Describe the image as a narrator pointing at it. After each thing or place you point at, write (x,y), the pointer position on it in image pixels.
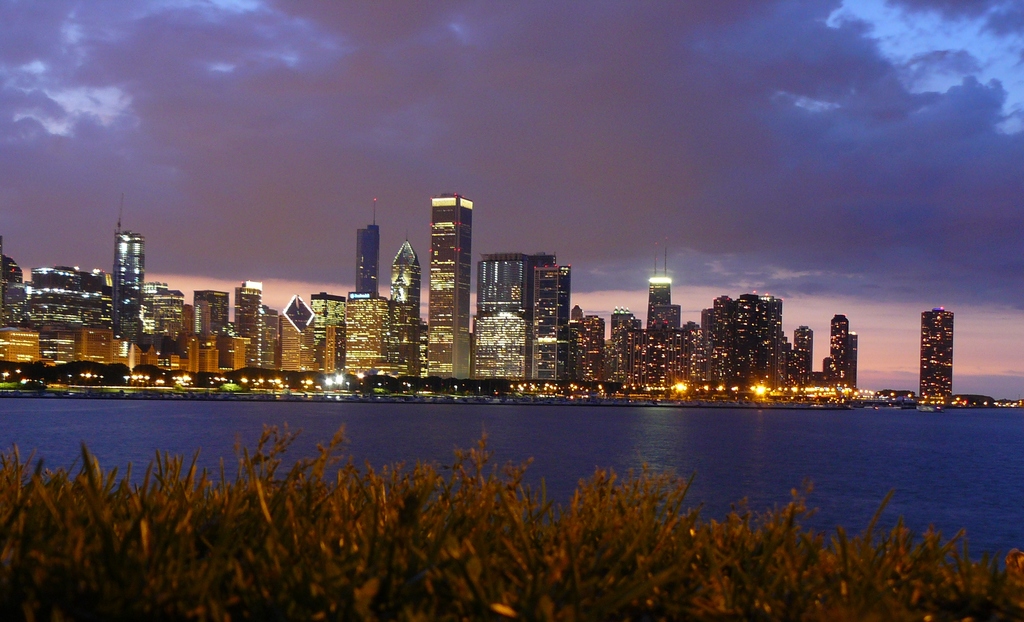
In the background of the image (180,322) there are buildings (405,315), sky (699,305), clouds (836,285). In the center of the image (617,407) there is water (881,435). In the foreground of the image (291,514) there is grass (405,499).
